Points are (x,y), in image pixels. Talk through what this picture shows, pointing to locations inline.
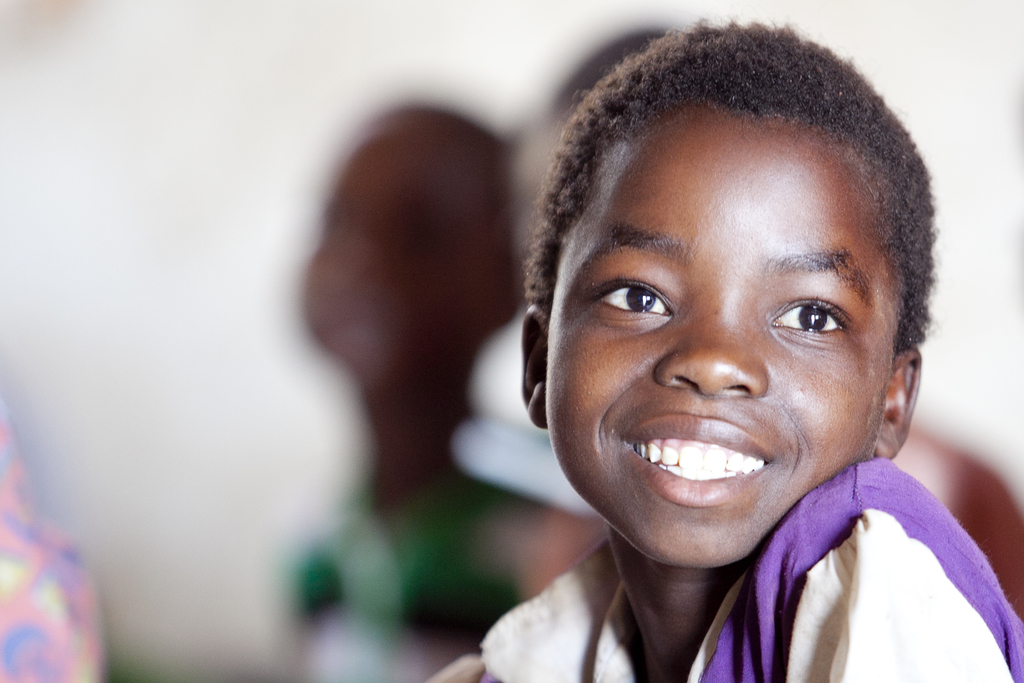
In the picture we can see a small boy (776,274) looking for a side and smiling and behind him we can see two more boys (491,295) they are not clearly visible.
